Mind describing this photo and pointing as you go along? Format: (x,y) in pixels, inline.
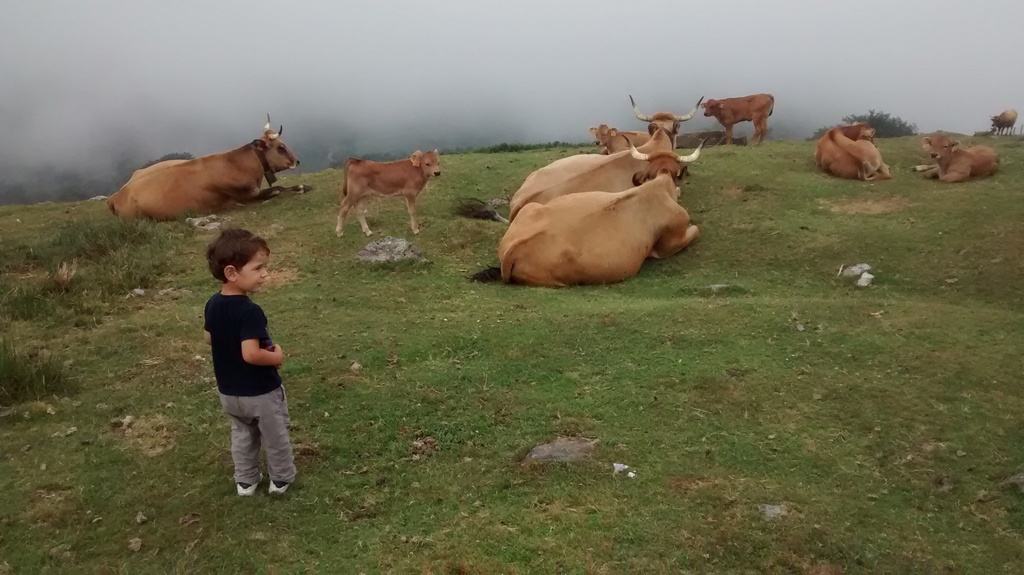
In this image I can see the person (226,355) with black and grey color dress (230,404). To the side of the person (246,381) I can see many animals (534,244) which are in brown color. These are on the ground (398,328). To the left (327,181) I can see some grass (376,370). In the background (389,136) I can see the fog (341,93).
